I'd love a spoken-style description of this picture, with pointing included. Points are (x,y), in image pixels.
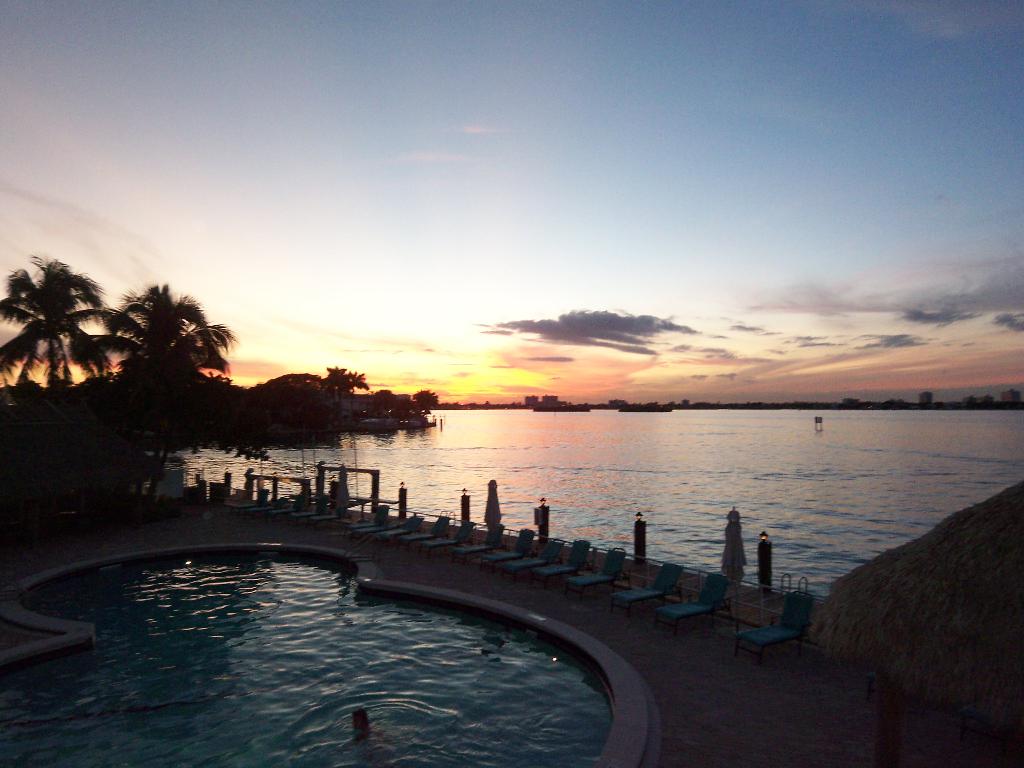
This is completely an outdoor picture. At the top of the picture (644,169) we can see a clear blue sky (669,139) with clouds (632,337). This is a river (716,434) and where we can see a swimming pool (238,672). These are the trees (252,425). We can see lounge chairs (652,599) over here. At the right side of the picture (928,633) we can see partial part of the hut (925,624).
